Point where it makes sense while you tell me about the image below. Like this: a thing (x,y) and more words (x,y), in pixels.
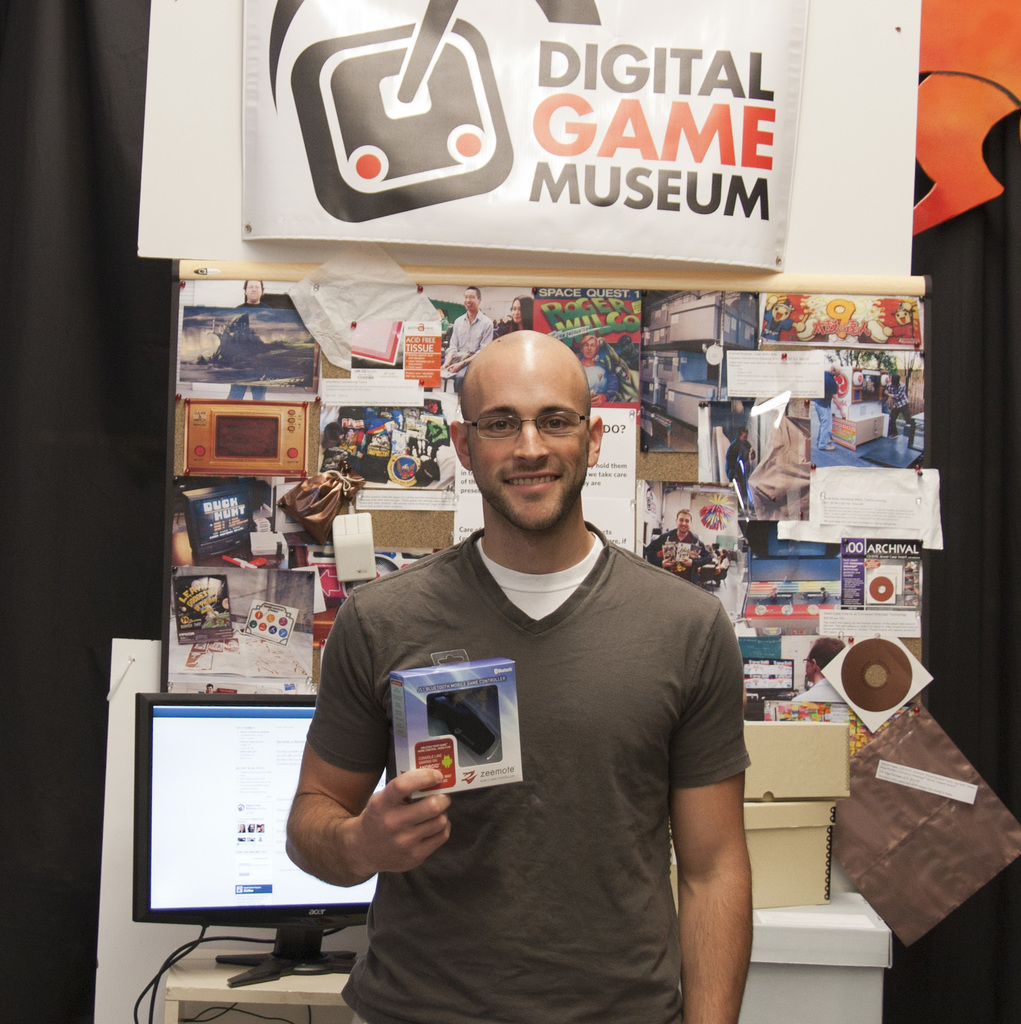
In this image I can see the person (464,940) standing and holding the cardboard box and the person (640,770) is wearing brown color dress (546,625). Background (244,315) I can see the system (293,921) and I can also see few posts (400,357) attached to the board (228,381) and I can see the banner (541,184) in white color.
